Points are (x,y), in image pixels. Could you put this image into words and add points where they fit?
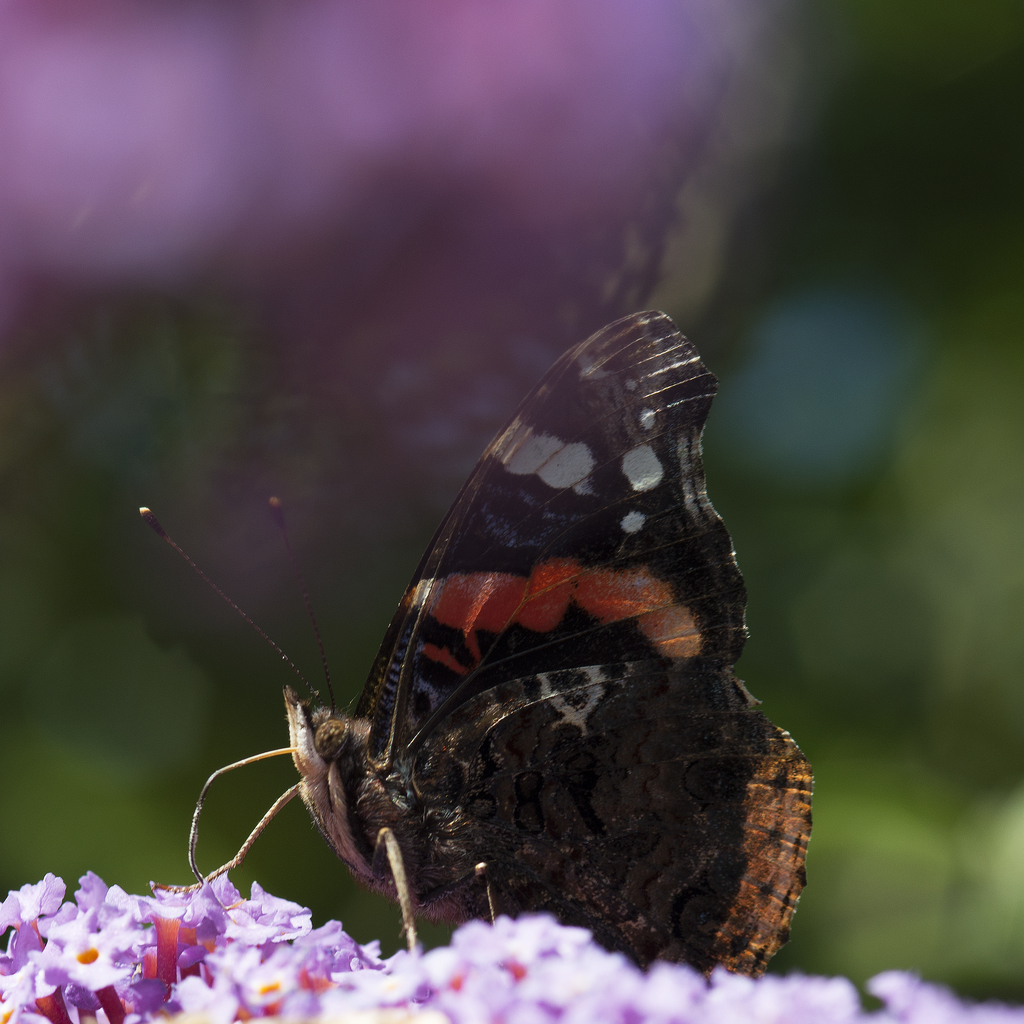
In this image I can see purple colour flowers (895,1013) and a black colour insect (336,717) over here. I can also see this image is blurry from background (973,144).
